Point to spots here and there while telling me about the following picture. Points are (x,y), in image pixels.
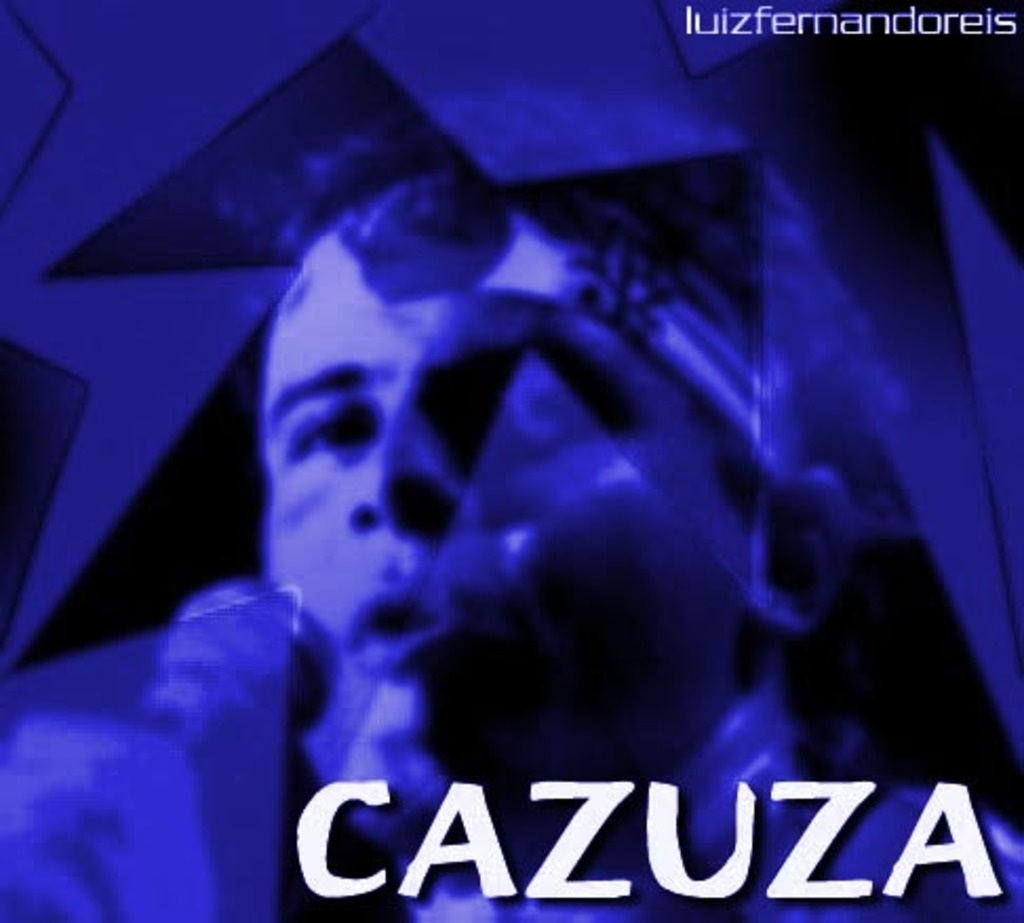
This is an edited image, we can see a person (374,659) is holding a microphone (253,646) and on the image there are watermarks (908,27).
